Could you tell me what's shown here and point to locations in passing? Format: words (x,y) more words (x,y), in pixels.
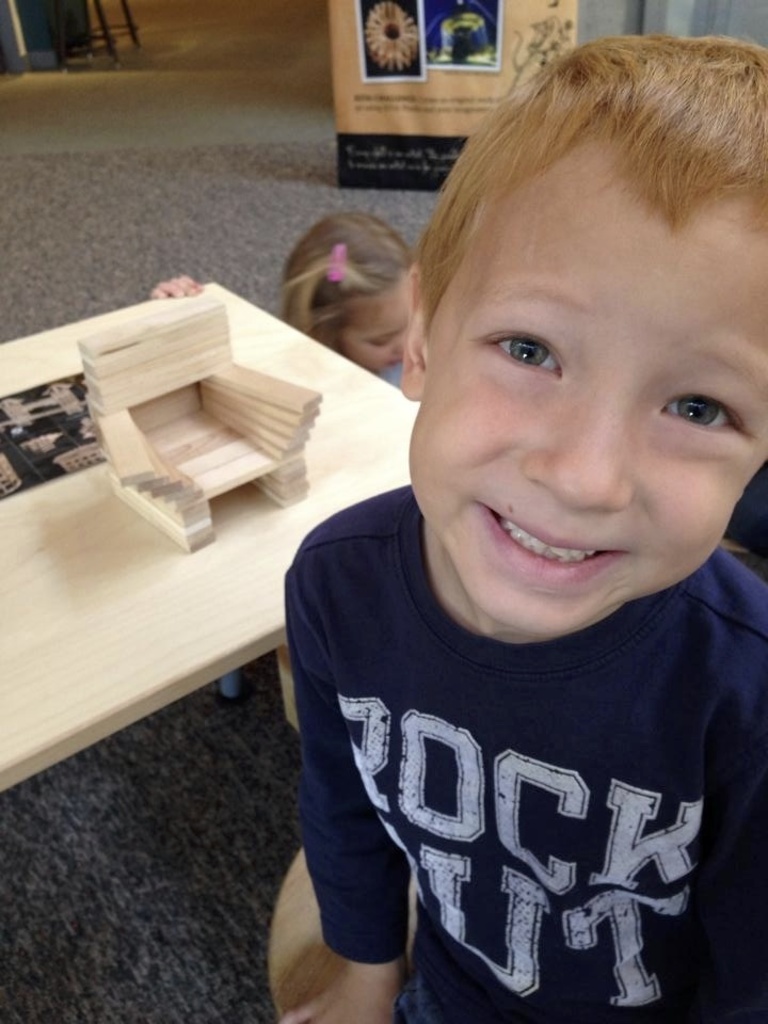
The kid (569,756) wearing blue shirt (527,785) is sitting on a stool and there is a table (355,440) and a kid (329,313) behind him.
